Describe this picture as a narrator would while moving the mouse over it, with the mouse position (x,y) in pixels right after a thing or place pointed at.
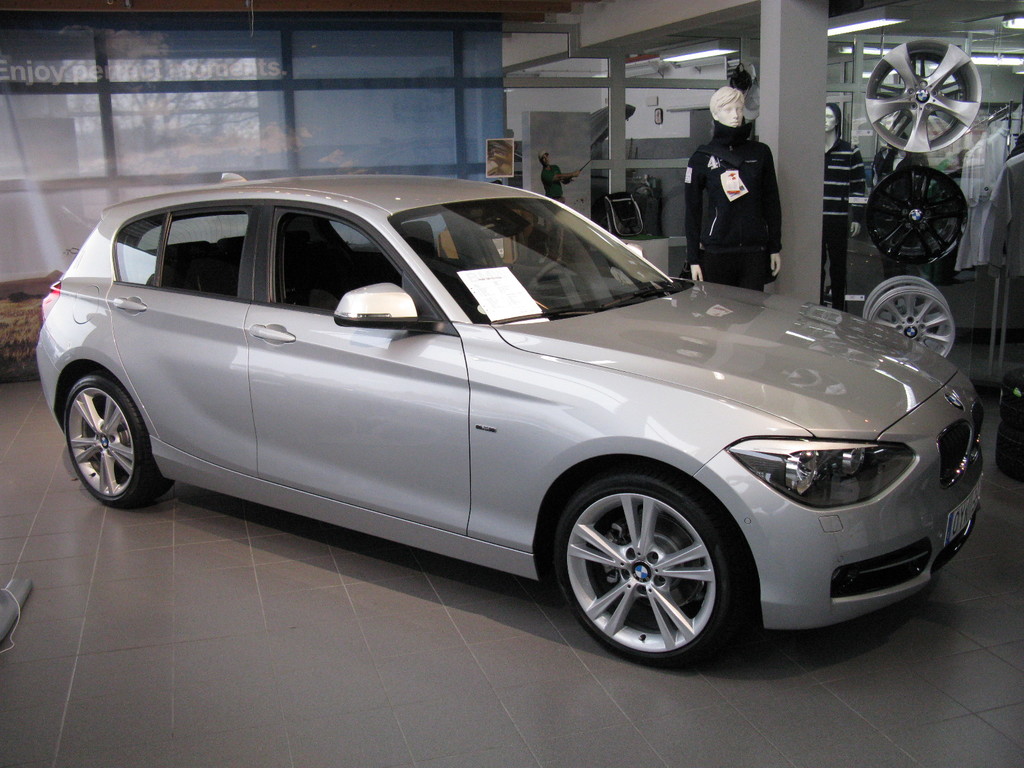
In this picture I can observe a car (344,238) on the floor (271,597). There is a mannequin (719,205) on the right side (704,189). I can observe wheels (891,103) on the right side (950,135).
